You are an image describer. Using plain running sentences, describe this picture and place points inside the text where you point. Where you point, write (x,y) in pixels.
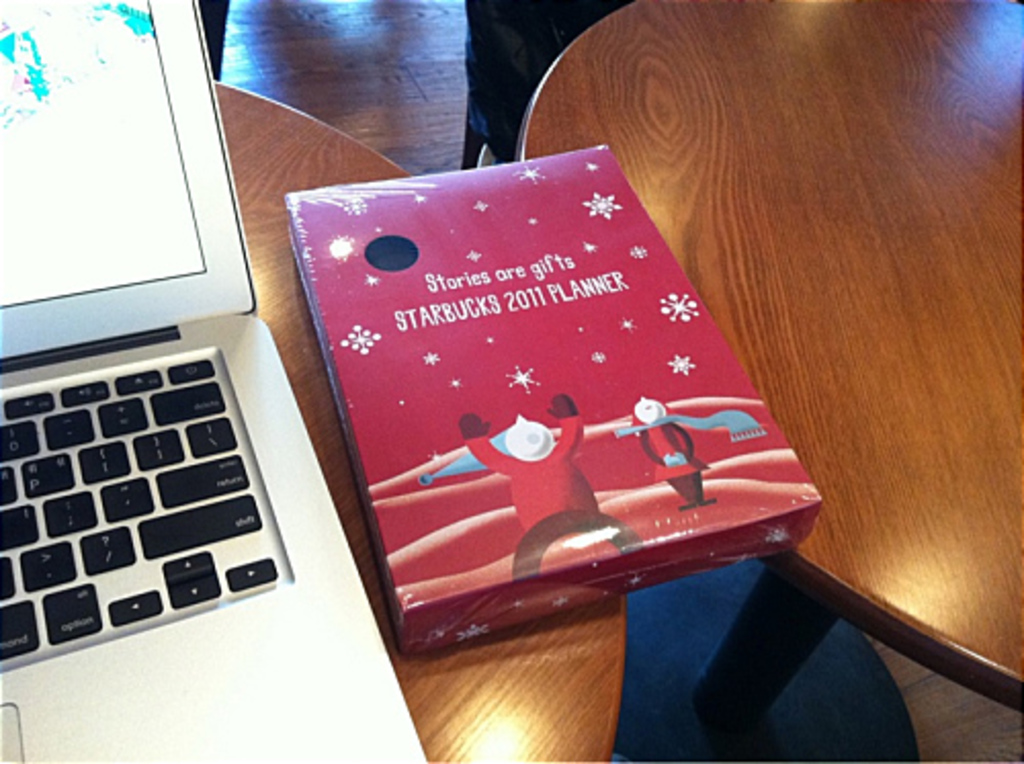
We can see laptop (70,175), box (396,385) on the tables (775,165) and we can see chair (491,50) on the floor (350,69).
